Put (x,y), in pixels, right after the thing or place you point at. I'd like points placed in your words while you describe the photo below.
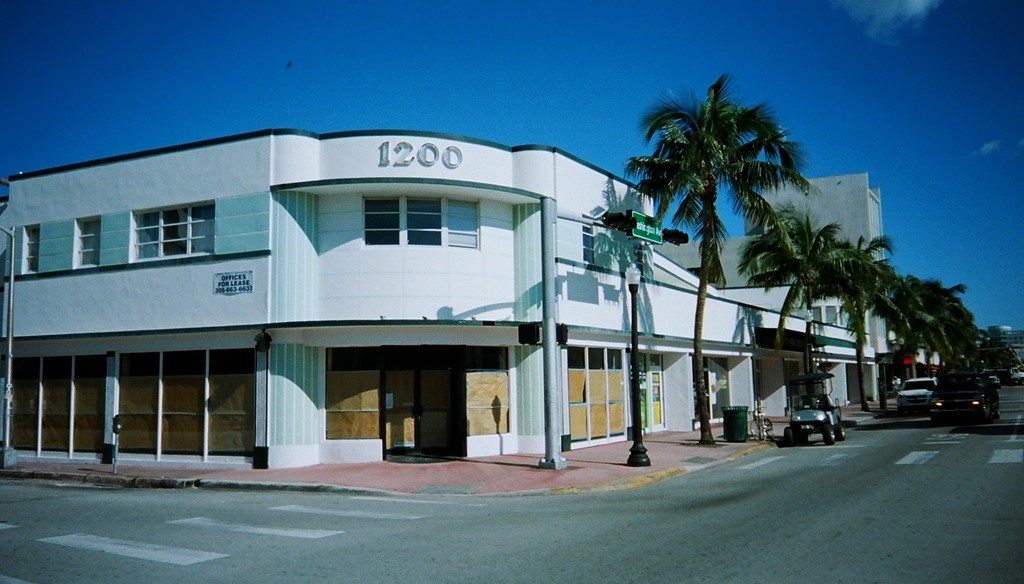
In this image I can see few vehicles (766,428), trees (860,331) in green color, buildings (1020,332) and the sky (838,40) is in white and blue color.
